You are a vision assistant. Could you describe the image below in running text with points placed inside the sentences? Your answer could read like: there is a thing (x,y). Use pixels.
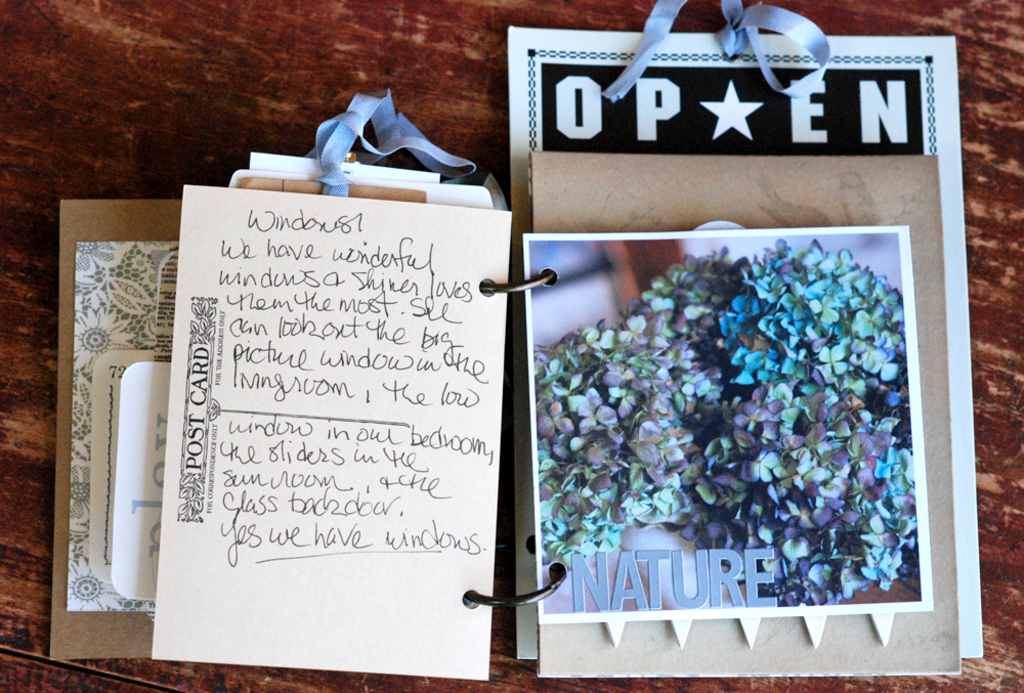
In the image we can see the wooden surface (295,49), on the wooden surface (311,101), we can see greetings (576,435) and the text (294,427).
